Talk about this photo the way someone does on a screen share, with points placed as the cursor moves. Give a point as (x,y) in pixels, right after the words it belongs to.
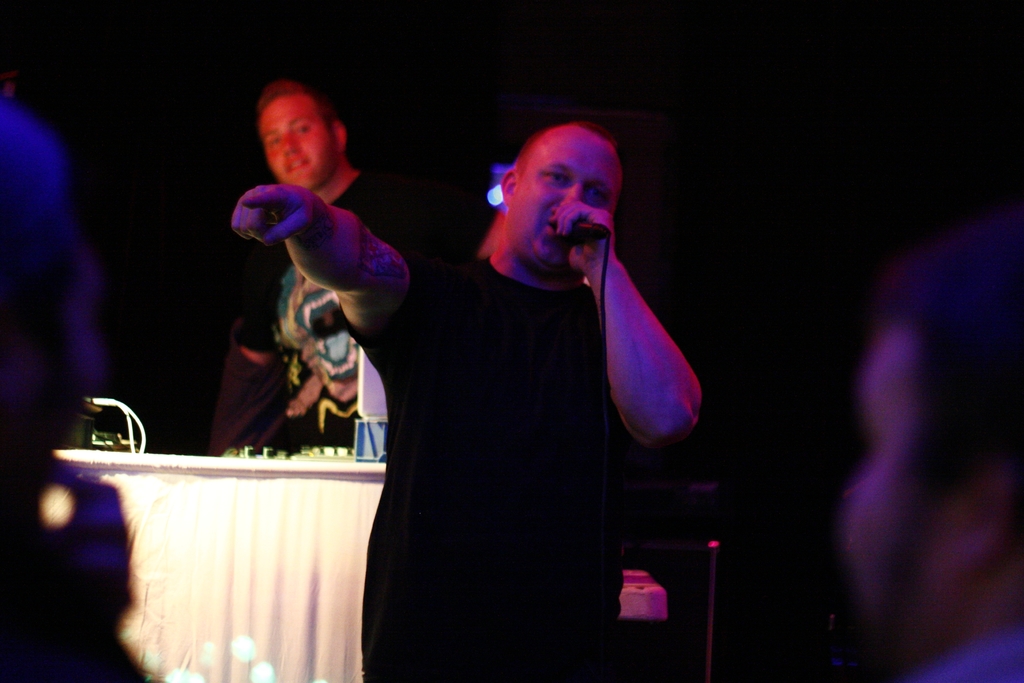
In this picture there is a person (548,381) standing and holding the microphone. At the back (338,385) there is a person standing behind the table (299,602) and there are objects (99,432) on the table (269,467) and the table (218,523) is covered with white color cloth (264,572). On the left (71,540) and on the right side of the image (885,443) there are two persons (845,511).
